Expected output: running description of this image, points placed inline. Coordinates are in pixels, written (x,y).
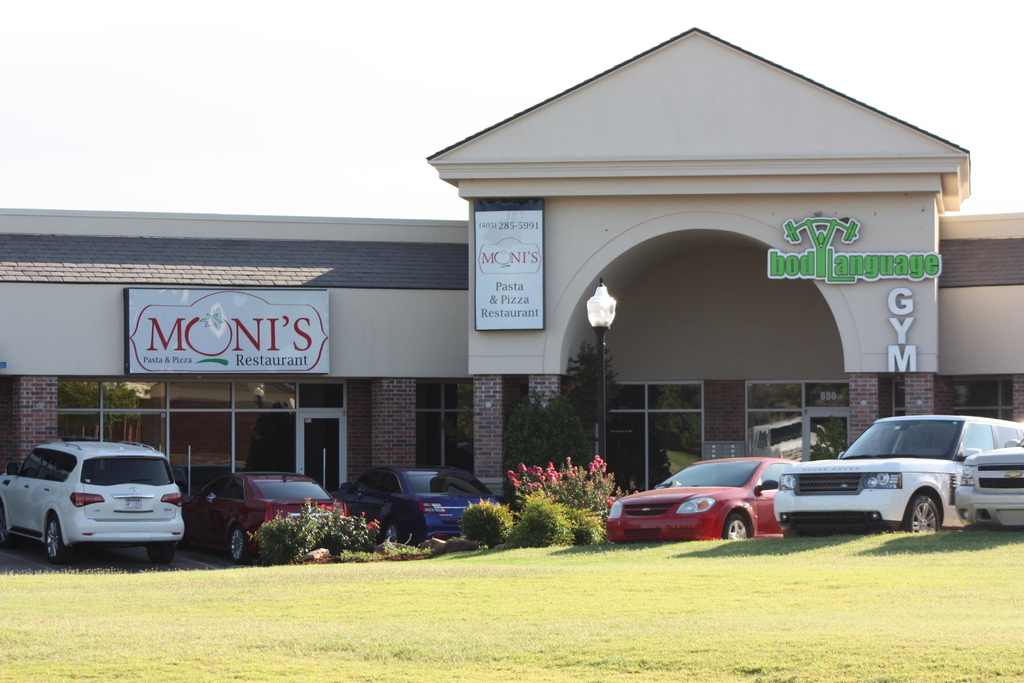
This image is taken outdoors. At the bottom of the image (212,624) there is a ground (415,611) with grass (639,617) on it. In the middle of the image (425,324) there is a building (647,371) with walls (802,330), windows (449,401) and doors (318,449). There are many boards (490,297) with text (872,261) on them and there is a text (808,252) on the wall (833,297). There are a few plants (509,499) on the ground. A few cars (646,490) are parked on the ground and there is a pole (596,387) with a light (604,324).
